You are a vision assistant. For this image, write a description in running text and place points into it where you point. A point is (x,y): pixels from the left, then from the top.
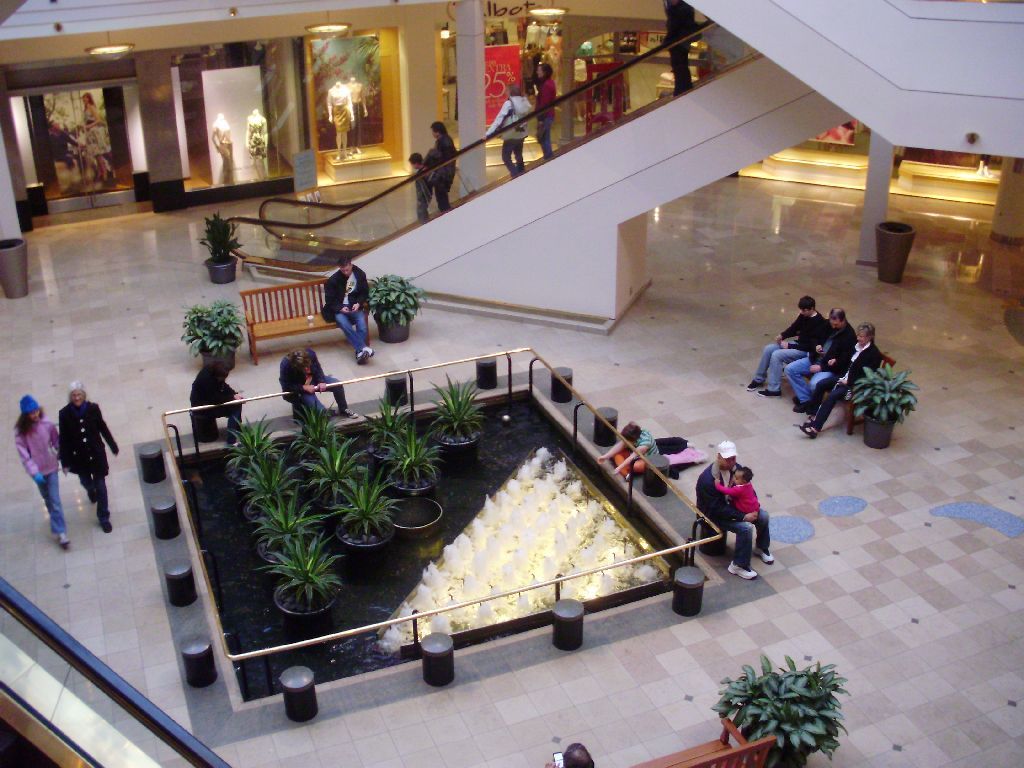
In this image it looks like a mall (617,337). In the middle (404,482) there are plant pots (371,504) which are surrounded by the metal railing (563,578). Beside the flower plants (398,431) there is a bench (314,304) on which there are few people (817,332) sitting on it. In the middle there is an escalator (527,187). On the left side (139,97) top there are stores (385,78). We can see that there are mannequins (349,91) in front of the stores (349,78). At the top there are lights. On the left side (78,437) there are two people (48,454) walking on the floor (54,578).
